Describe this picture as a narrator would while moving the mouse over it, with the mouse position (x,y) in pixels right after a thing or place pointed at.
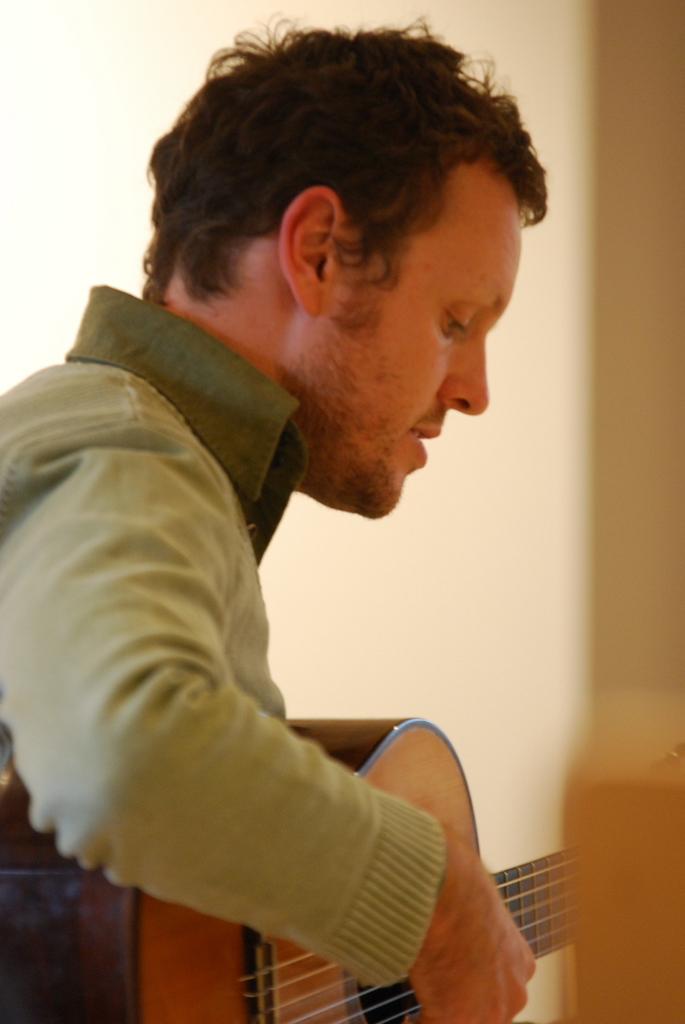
In this picture we can see a man (177,634) holding guitar (114,945) with his hand (505,920) and playing it and in the background (491,478) we can see wall (88,160).
